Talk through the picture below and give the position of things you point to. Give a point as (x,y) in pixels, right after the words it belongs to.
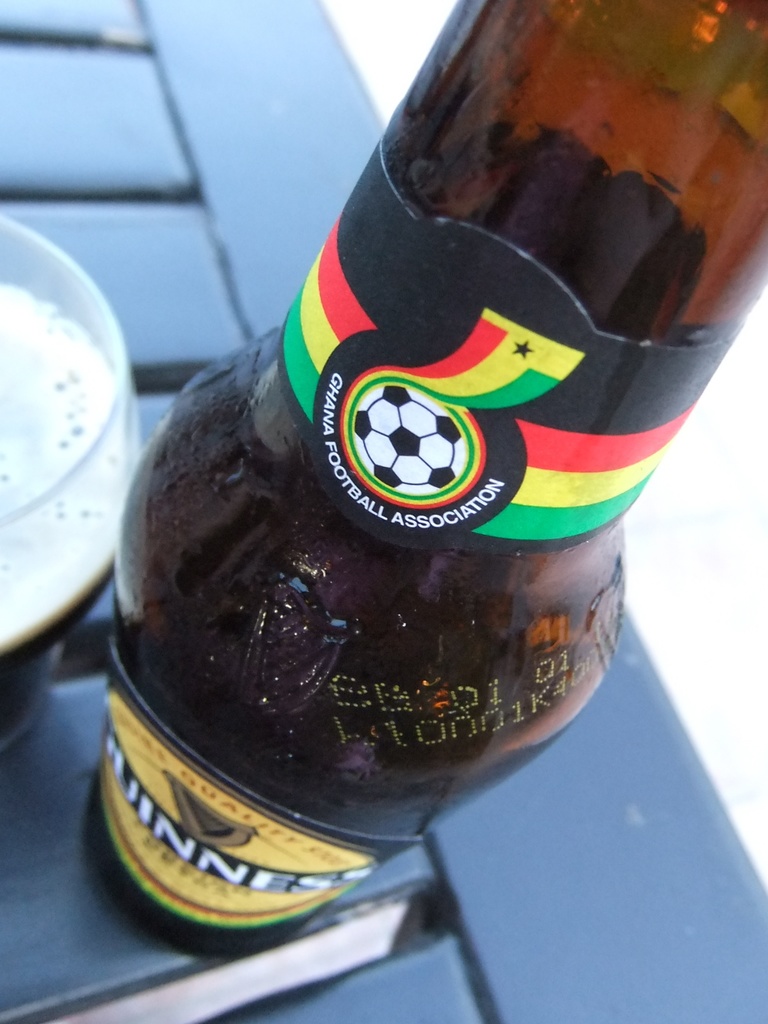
In this picture we can see a bottle (581,489) and a glass (51,652) on the table (151,104).
